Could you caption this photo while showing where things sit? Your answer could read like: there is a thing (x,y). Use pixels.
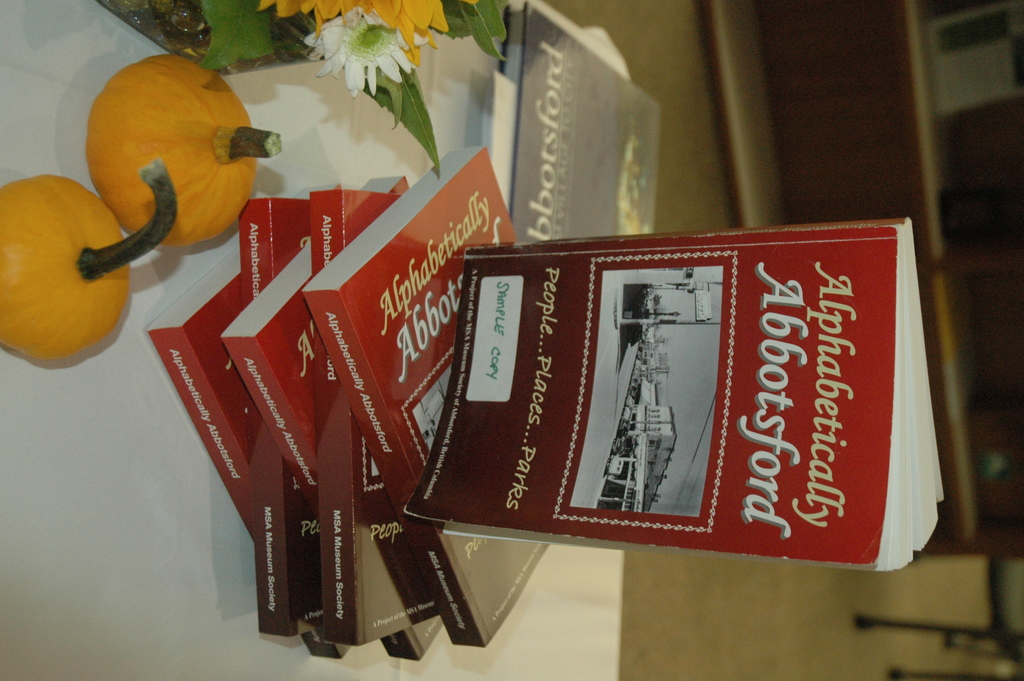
In this picture there is a table (56,472) in the image, on which there are books (604,495), flowers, and two fruits (232,166), there is a showcase (723,28) on the right side of the image (896,197).
